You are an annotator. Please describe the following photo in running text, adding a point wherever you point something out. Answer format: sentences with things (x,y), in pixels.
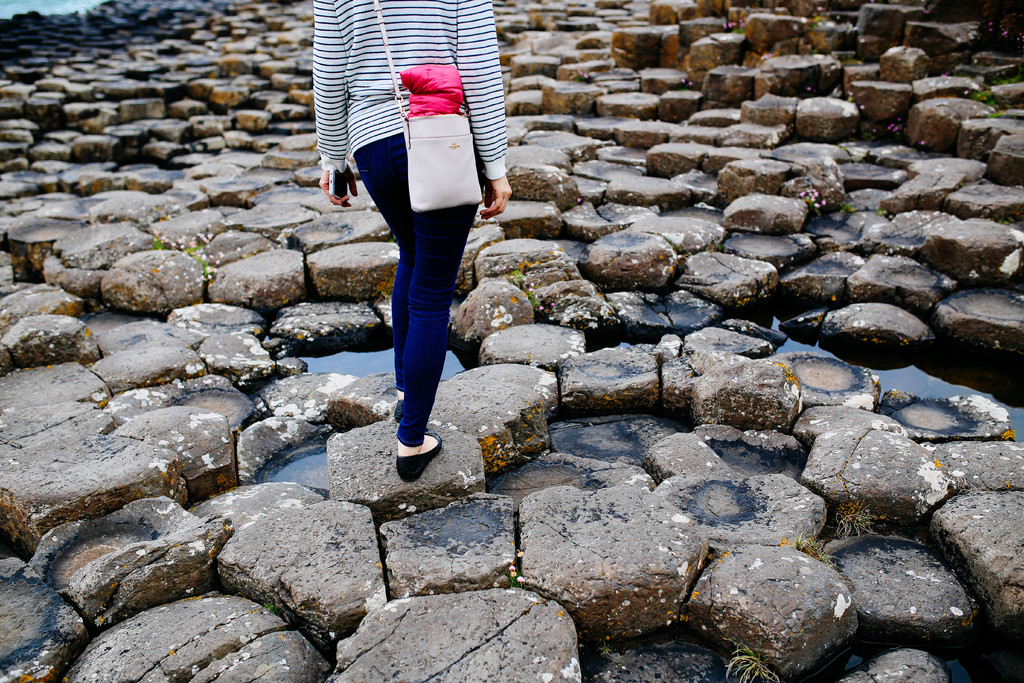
In this image we can see a person (430,284) standing and carrying a bag (422,176), there are some stones (538,493), water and grass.
